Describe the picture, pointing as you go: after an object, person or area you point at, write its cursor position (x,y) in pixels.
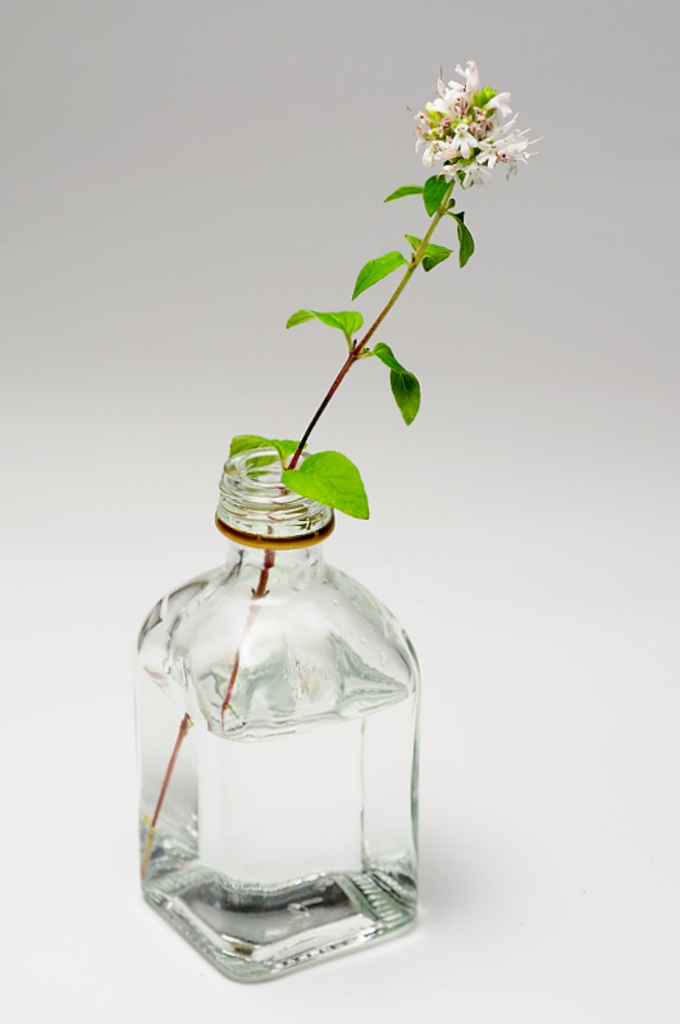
In this image I can see a bottle (273,676) and plant (358,323).
